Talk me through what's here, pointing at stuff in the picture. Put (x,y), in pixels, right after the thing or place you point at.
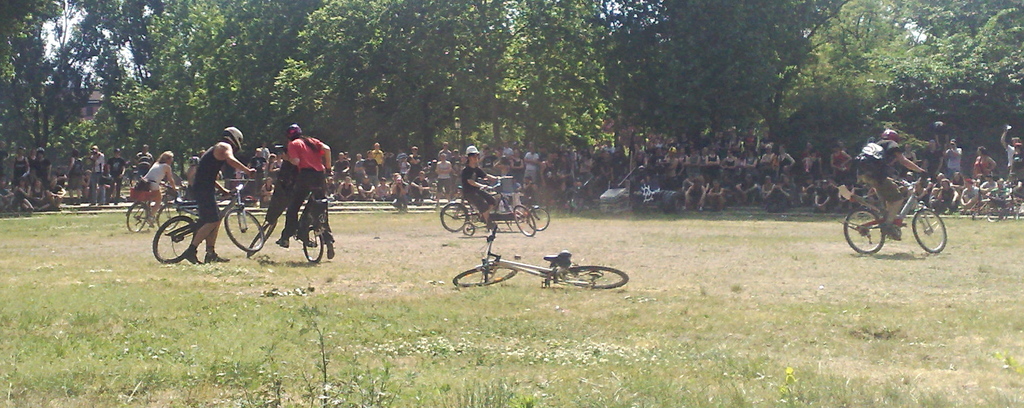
In this picture I can see there are few people (300,199) riding the bicycle (883,225). There is a bicycle (498,273) lying on the grass (472,291). In the backdrop (19,194) there are few people (407,174) standing and few of them are sitting, there are few stairs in the backdrop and it looks like there is a building (99,104) in the backdrop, there are few trees (79,32) and the sky (59,5) is clear.
